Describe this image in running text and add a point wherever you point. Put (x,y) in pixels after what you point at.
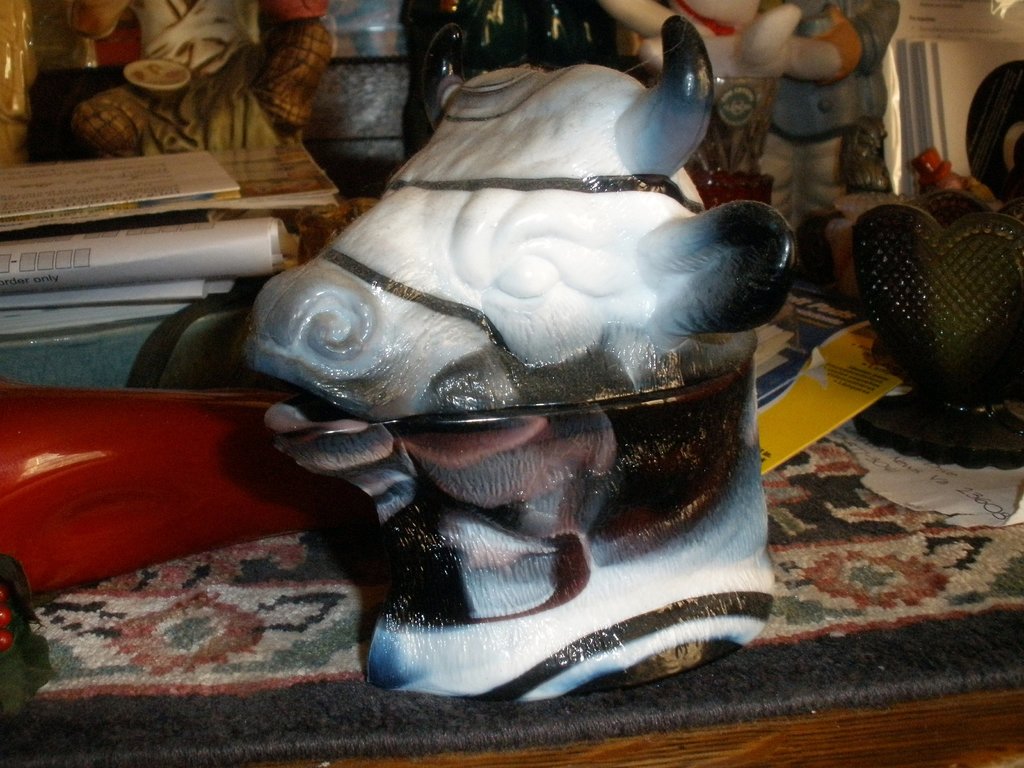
In this picture we can see a sculpture (517,407) on a carpet (639,687) and behind the carpet (858,573) there are papers (282,249) and other things (817,277) and the carpet (824,661) is on a wooden object (783,738).
